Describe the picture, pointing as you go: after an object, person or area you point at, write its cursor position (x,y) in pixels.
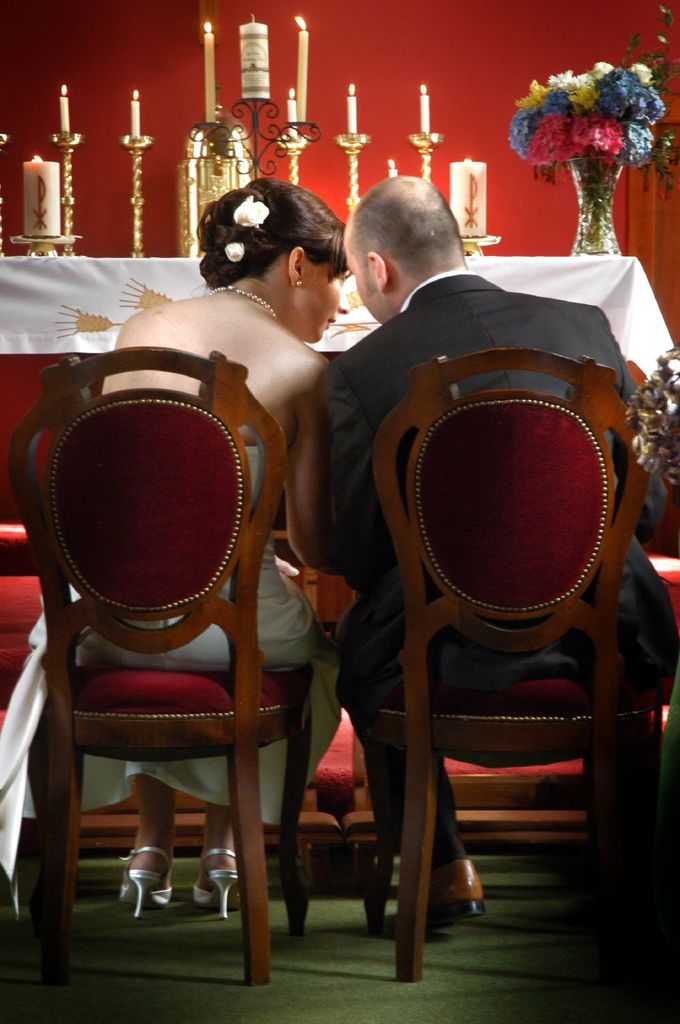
In this image I can see a couple (326,360) sitting on the chair (308,674). In the background (297,151), I can see the candles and a flower flask (591,197) on the table (555,261).
